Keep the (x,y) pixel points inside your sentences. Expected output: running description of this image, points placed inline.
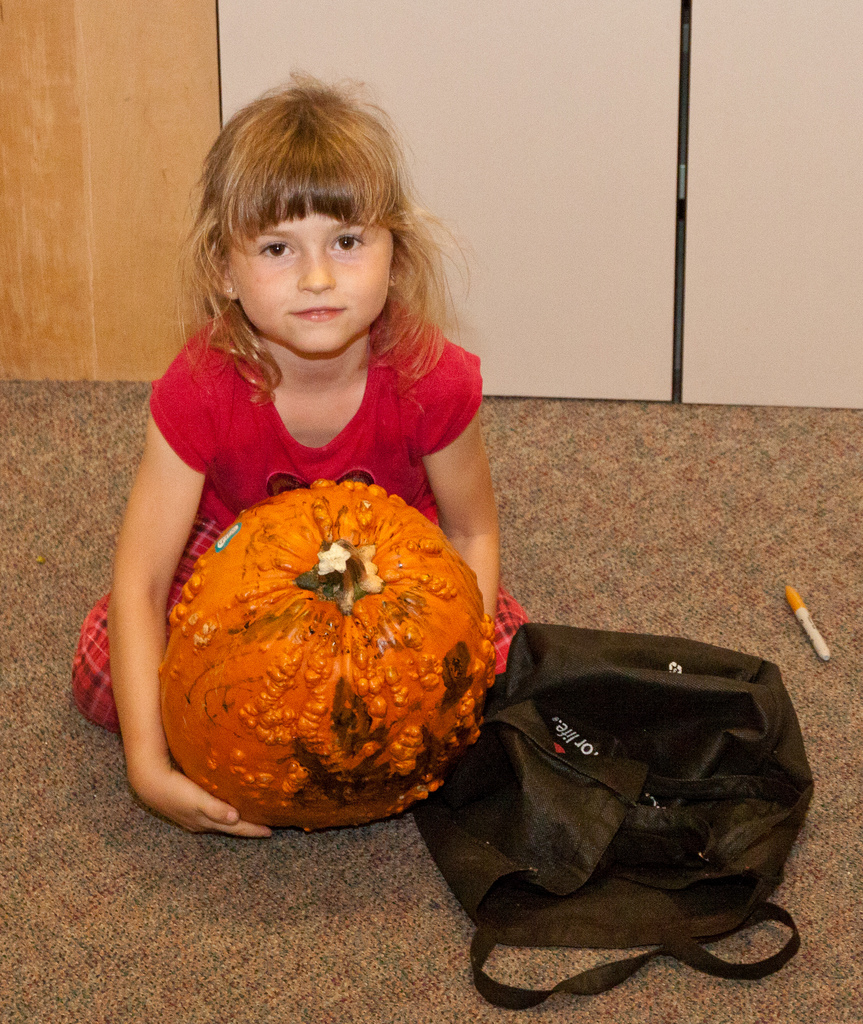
In this image I can see the person (273,409) holding the pumpkin (365,586) and the person (197,461) is wearing the red color dress (207,494). To the side there is a black color bag (535,829). These are on the floor (162,864). In the back (187,121) I can see the wall (146,86).
